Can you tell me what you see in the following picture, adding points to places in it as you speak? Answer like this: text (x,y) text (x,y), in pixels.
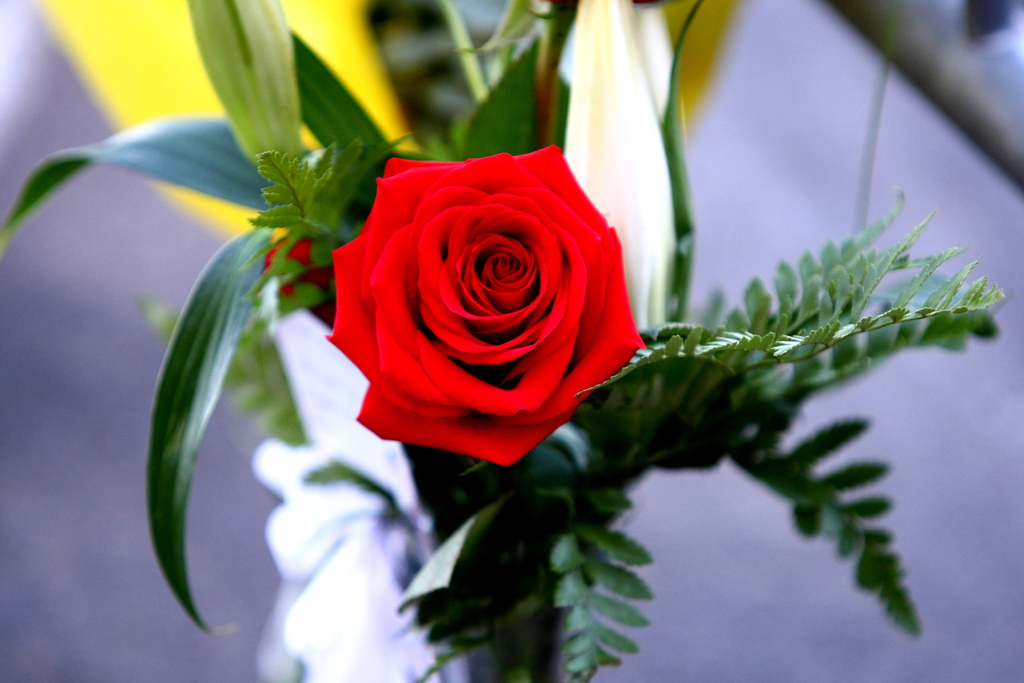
In this image we can see a flower vase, in the flower vase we can see a rose flower (455,169) which is in red color.
